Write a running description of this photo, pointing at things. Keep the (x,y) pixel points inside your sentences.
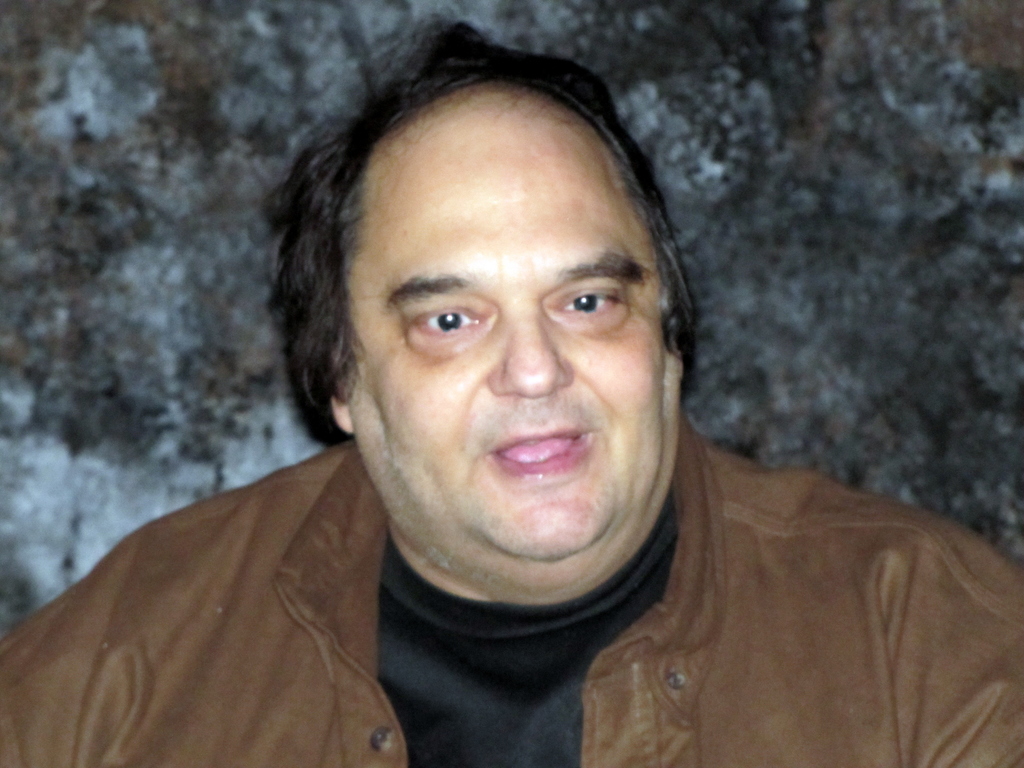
In this image, we can see a man (519,625) wearing a brown color jacket (761,614). In the background (272,42), we can see black color.
